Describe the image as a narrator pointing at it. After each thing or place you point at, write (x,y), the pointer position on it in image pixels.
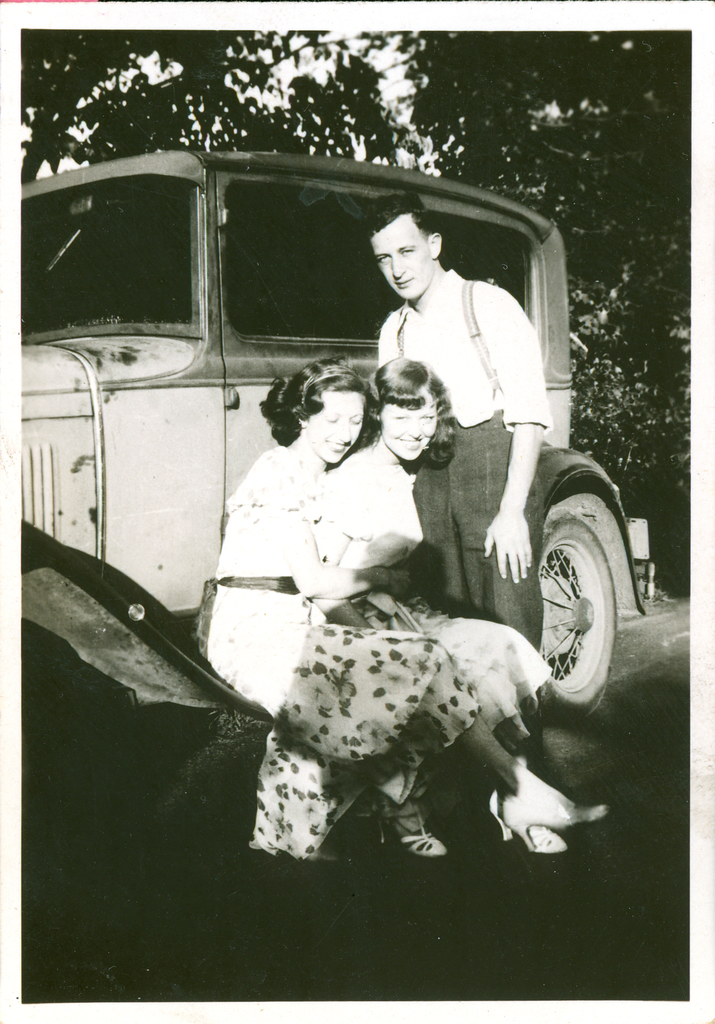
This is a black and white picture of two persons (255,531) sitting, another person (475,305) standing near the vehicle (182,451), and in the background (339,94) there are trees (327,112), sky (321,69).
